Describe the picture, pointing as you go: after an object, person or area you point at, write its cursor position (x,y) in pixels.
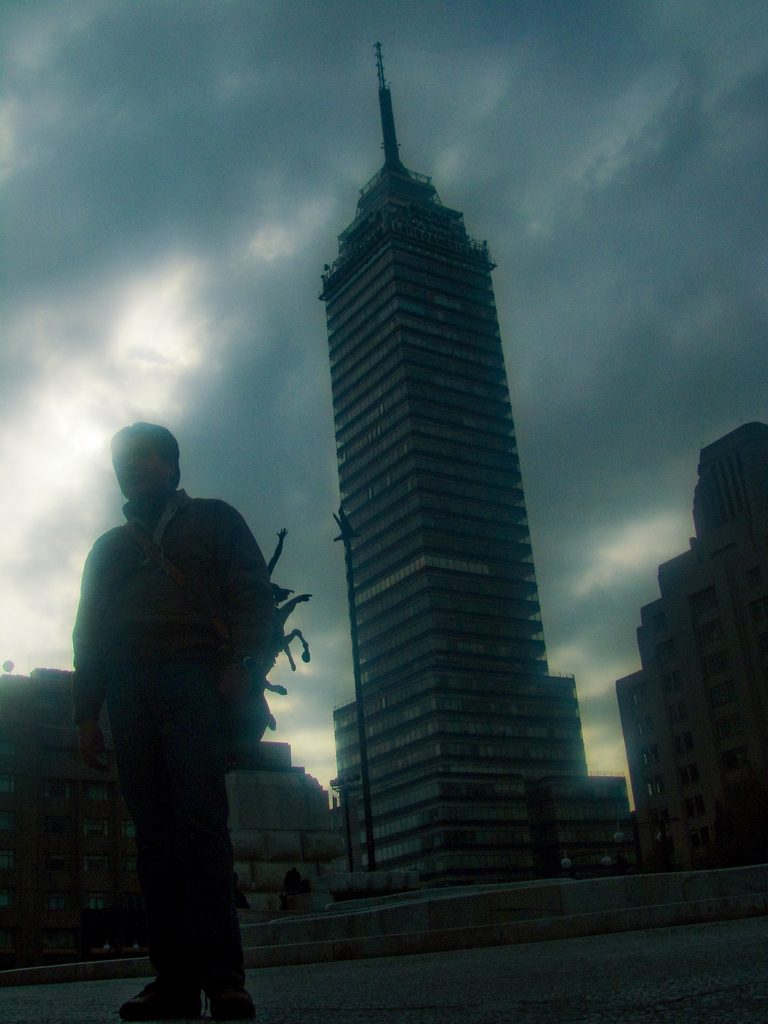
In the image I can see a person (209,552) and around there are some buildings (764,430) and houses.
